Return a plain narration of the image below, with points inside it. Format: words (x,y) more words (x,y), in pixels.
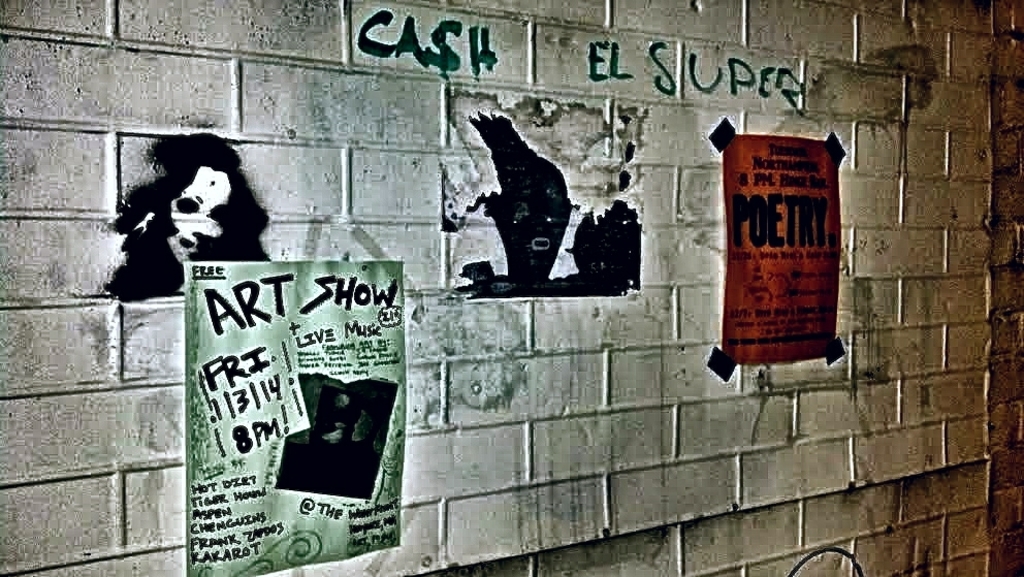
In this image we can see a wall (698,477). There are two posters (737,297) on the wall (714,241). There is some painting (501,197) and some text (609,69) on the wall (608,87).
